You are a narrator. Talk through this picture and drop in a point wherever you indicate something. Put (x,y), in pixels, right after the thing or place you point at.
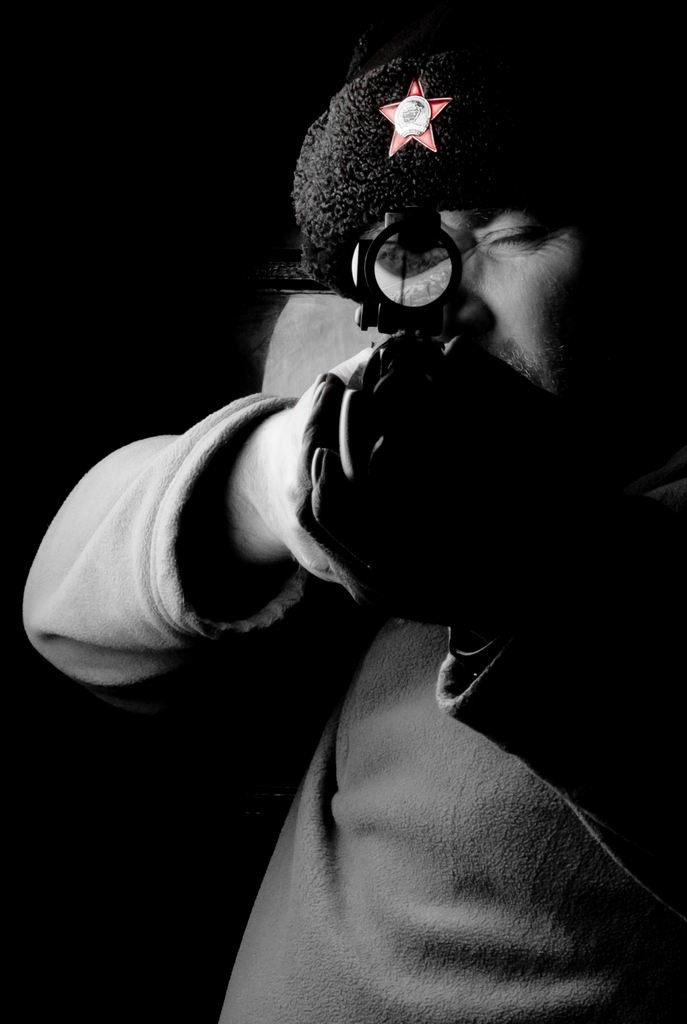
In the center of the image (245,403) there is a person (41,655) wearing a cap (424,199). He is holding a gun (452,284).
